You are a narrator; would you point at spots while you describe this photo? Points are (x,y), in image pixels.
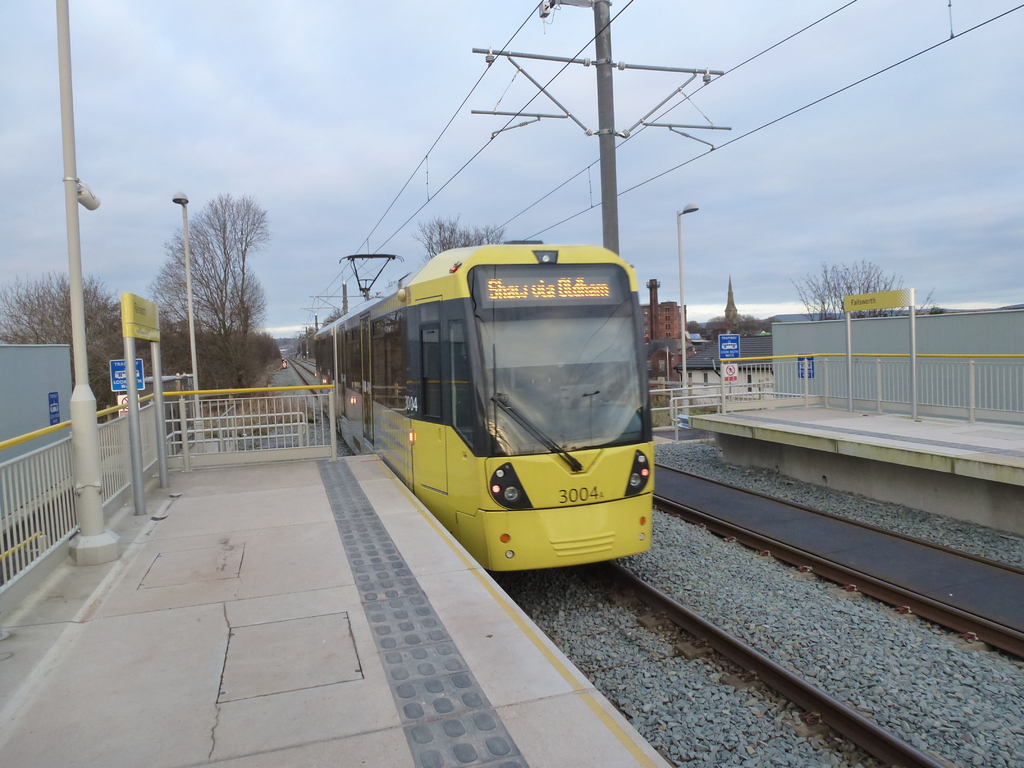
In this image we can see an electrical train (573,442) on the track (696,651), platforms (447,657), pole (75,298), trees (243,231), buildings (655,334), fence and wires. The sky (505,214) is covered with clouds (182,146). We can see stones (887,681) in the right bottom of the image (863,690). There is a board (133,337) on the left side of the image (117,380).
